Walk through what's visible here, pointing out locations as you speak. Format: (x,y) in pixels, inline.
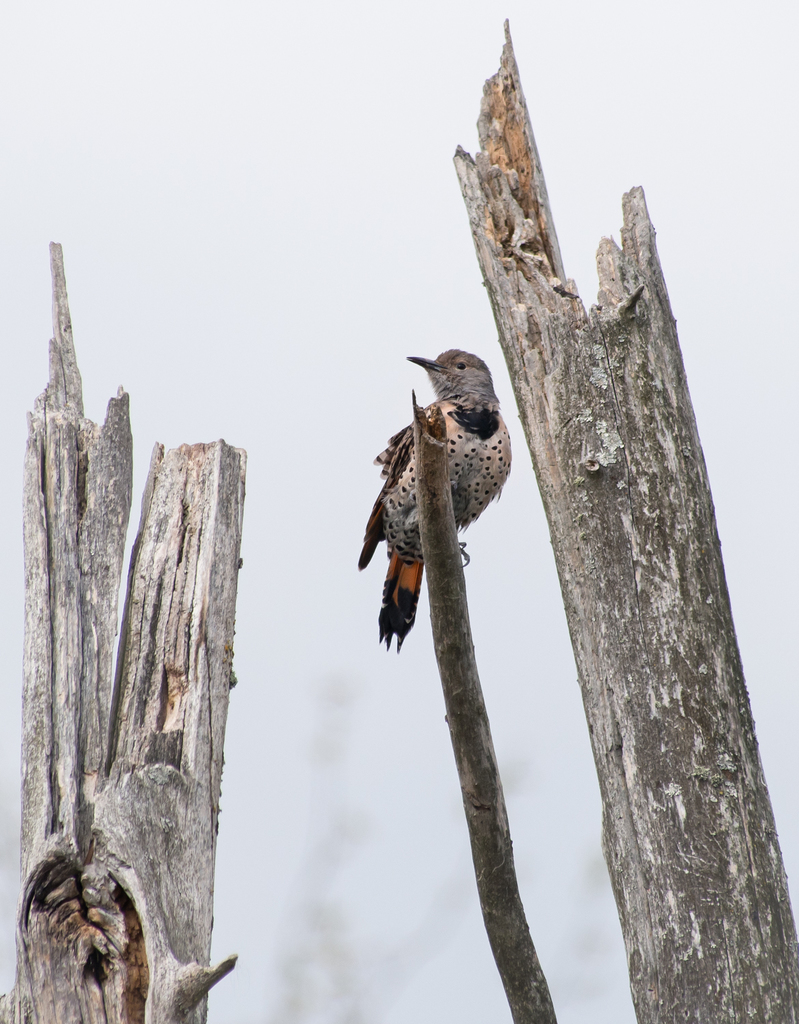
In this image there is a bird (454,451) on the wooden stick (446,549), on the either sides of the bird (473,467) there are wooden sticks (746,956). In the background (229,721) there is the sky (288,892).
